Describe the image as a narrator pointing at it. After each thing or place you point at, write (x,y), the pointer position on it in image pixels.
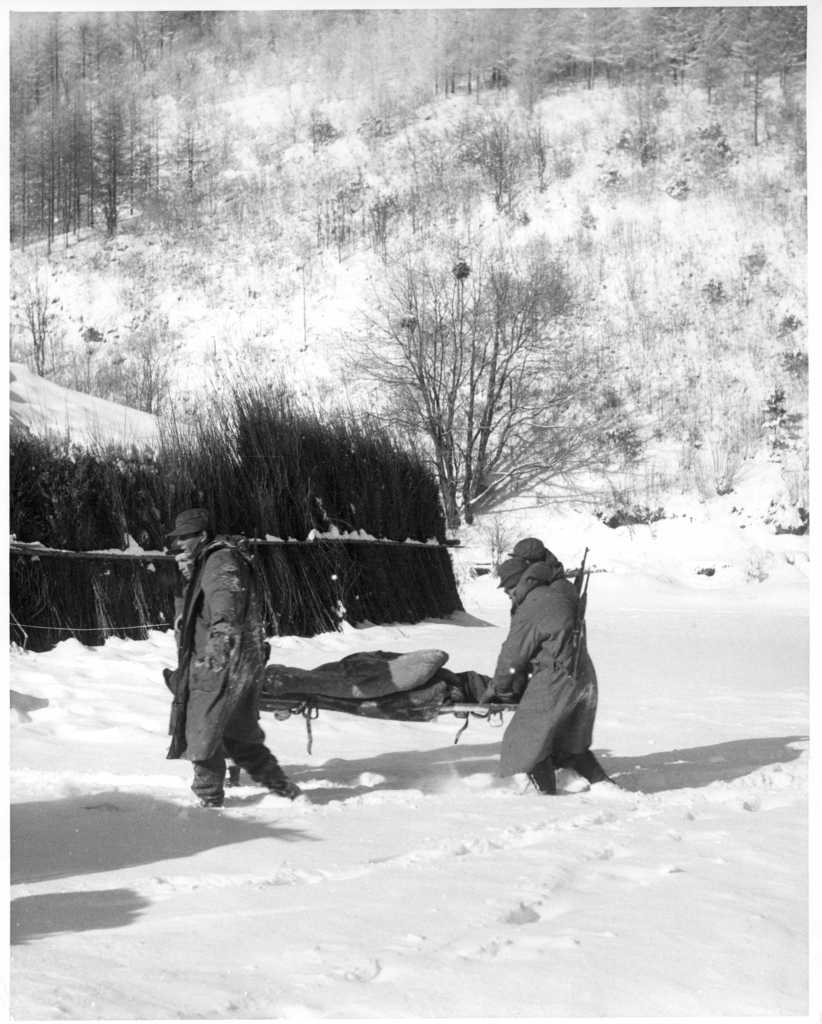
In this picture we can see group of people (514,646), few are walking on the snow (539,817), in the background (517,413) we can see few trees (524,457), and it is a black and white photography.
